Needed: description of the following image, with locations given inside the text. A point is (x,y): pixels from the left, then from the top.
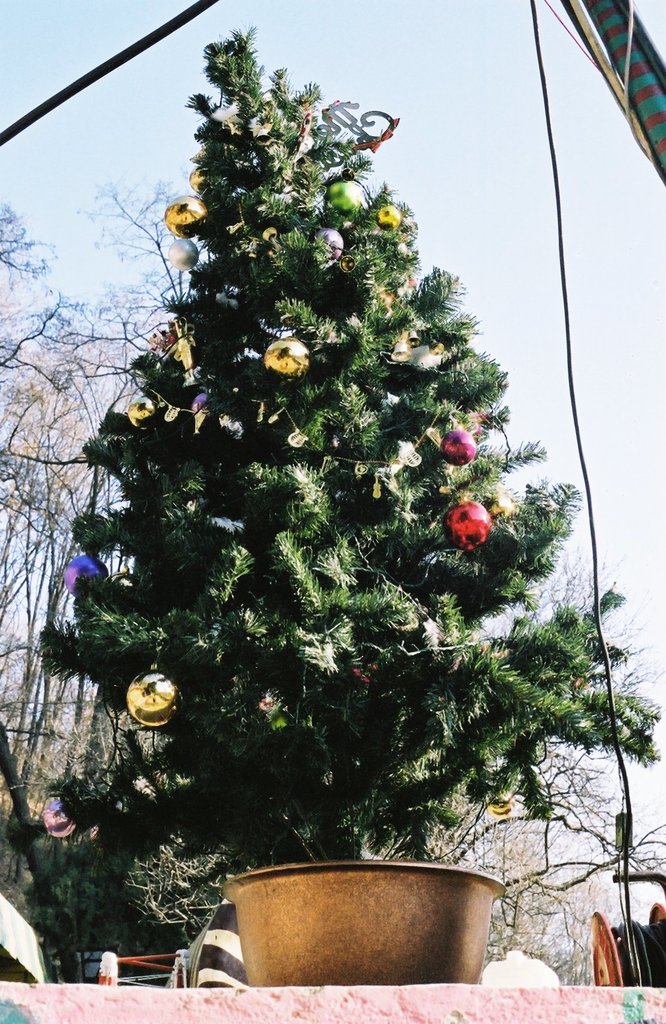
In this image I can see there is the Christmas tree (410,552), decorated with balls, at the back side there are trees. At the top (350,62) it is the sky (371,30).
